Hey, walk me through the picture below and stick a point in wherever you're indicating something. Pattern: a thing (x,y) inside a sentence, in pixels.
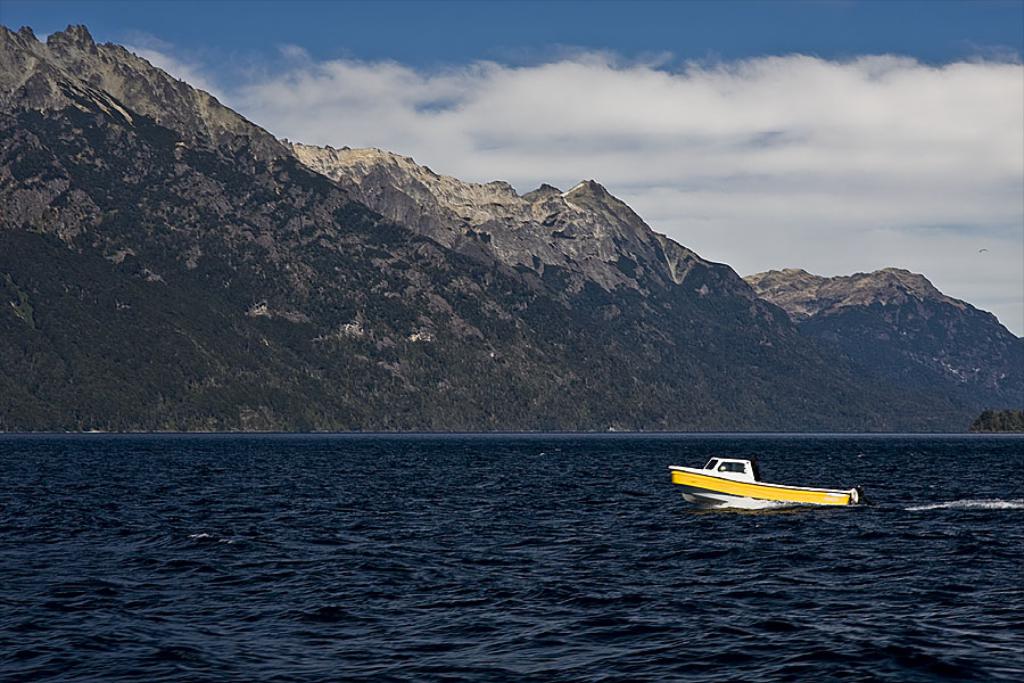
This image is taken outdoors. At the bottom of the image (355,549) there is a sea (286,511) and there is a boat (809,498) on the sea (737,513). In the middle of the image (681,432) there are a few hills (222,214). At the top of the image (308,62) there is a sky (477,104) with clouds (851,129).
